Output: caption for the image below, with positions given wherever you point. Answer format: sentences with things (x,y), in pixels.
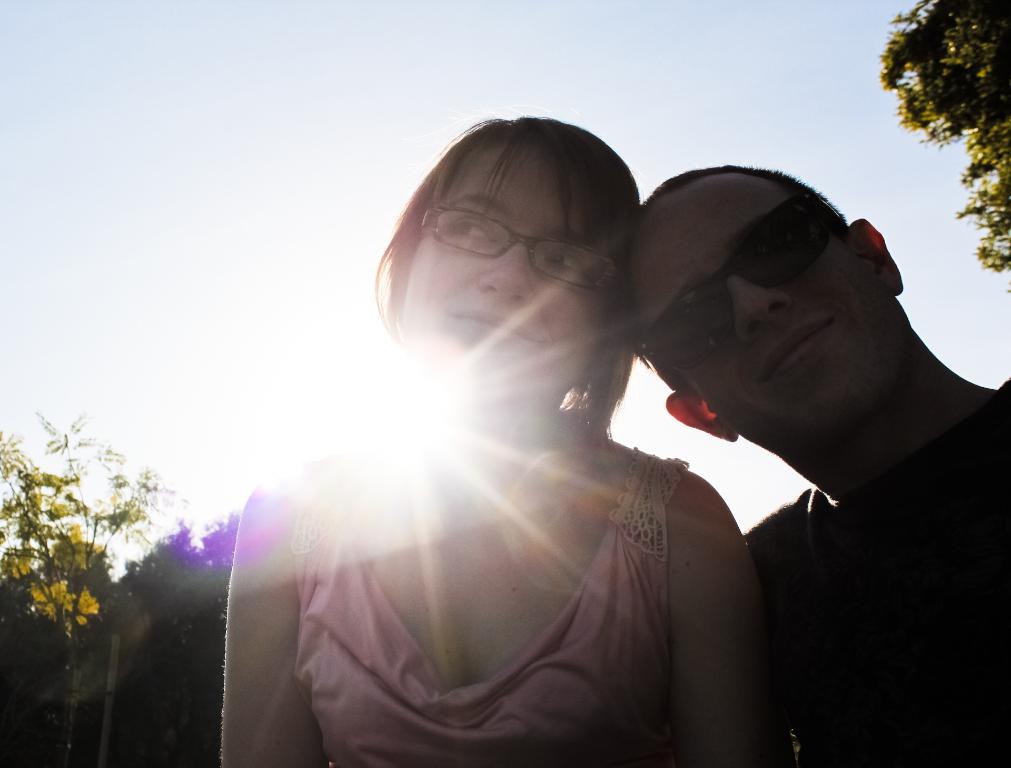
As we can see in the image in the front (467,398) there are two people (490,539). There are trees (954,58) and sky (269,115).
